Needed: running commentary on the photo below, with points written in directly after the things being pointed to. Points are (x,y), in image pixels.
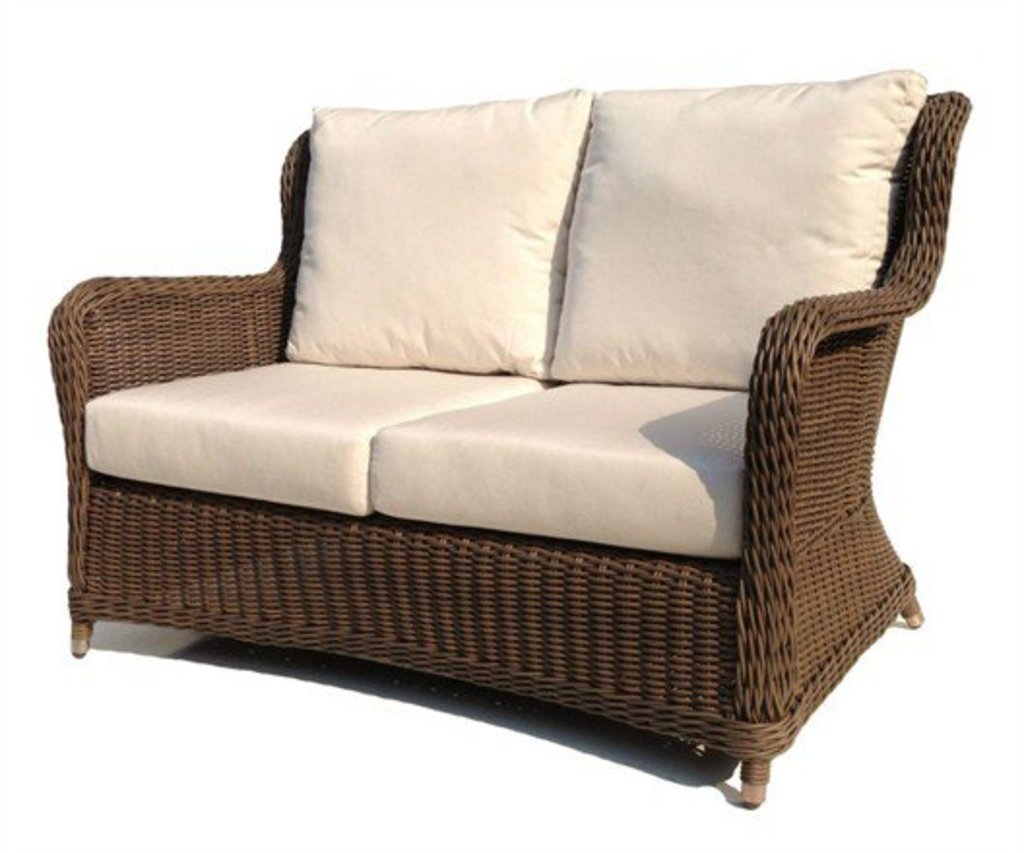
In this image we can see a sofa set (419,413).
